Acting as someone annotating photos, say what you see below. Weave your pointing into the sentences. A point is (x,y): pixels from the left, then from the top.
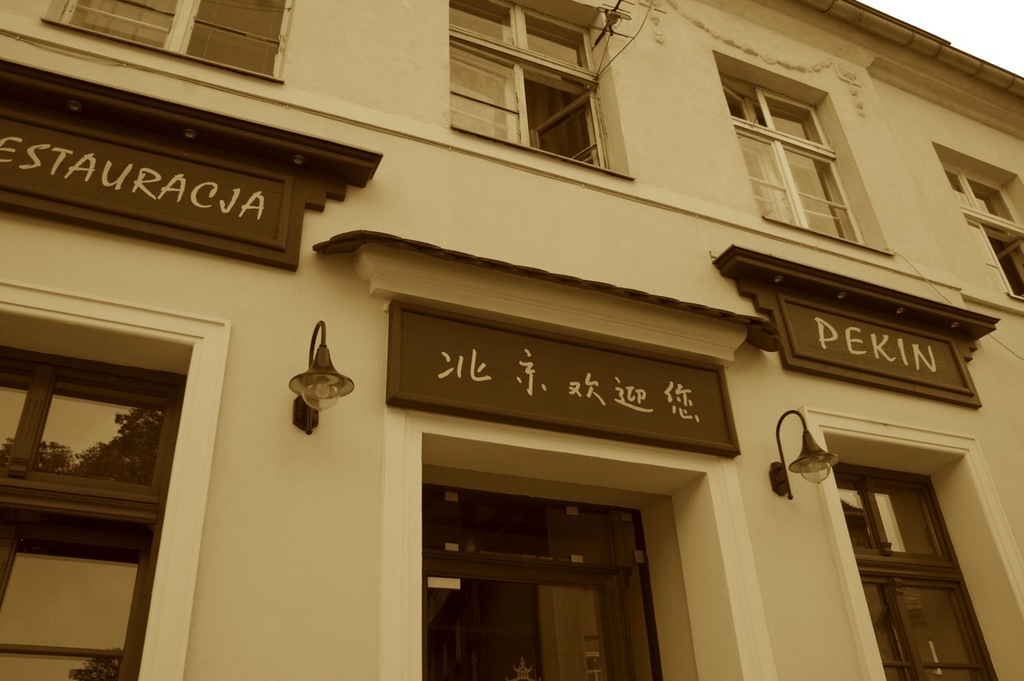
In this image we can see building (490,124), windows (813,158), electric antennas (607,33), name boards (206,162) and electric lights (305,390).
